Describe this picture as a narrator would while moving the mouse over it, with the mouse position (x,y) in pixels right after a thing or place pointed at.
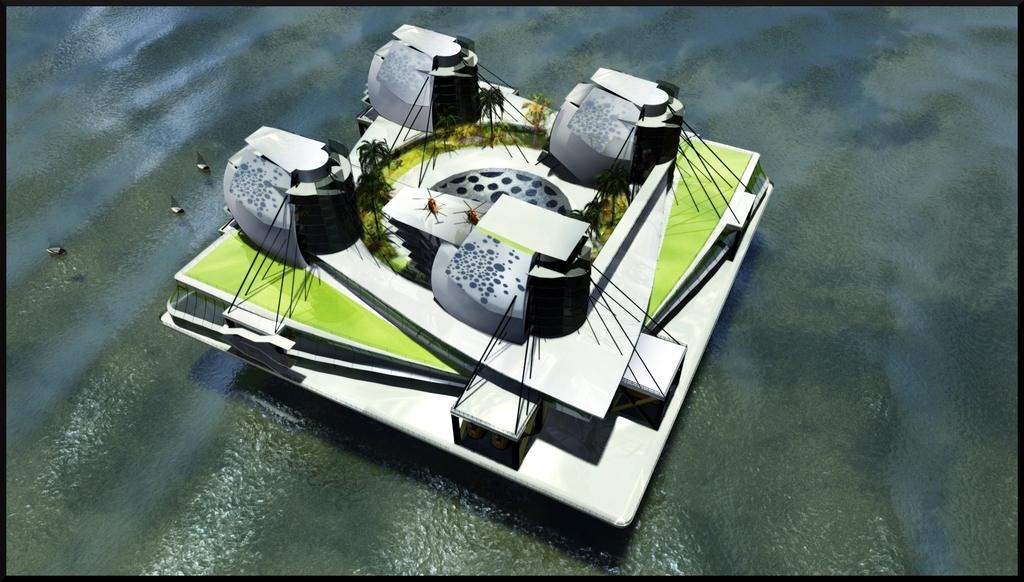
This is an animated image where there is a building (360,271), trees (378,242), helicopters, water (102,489) and boats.
